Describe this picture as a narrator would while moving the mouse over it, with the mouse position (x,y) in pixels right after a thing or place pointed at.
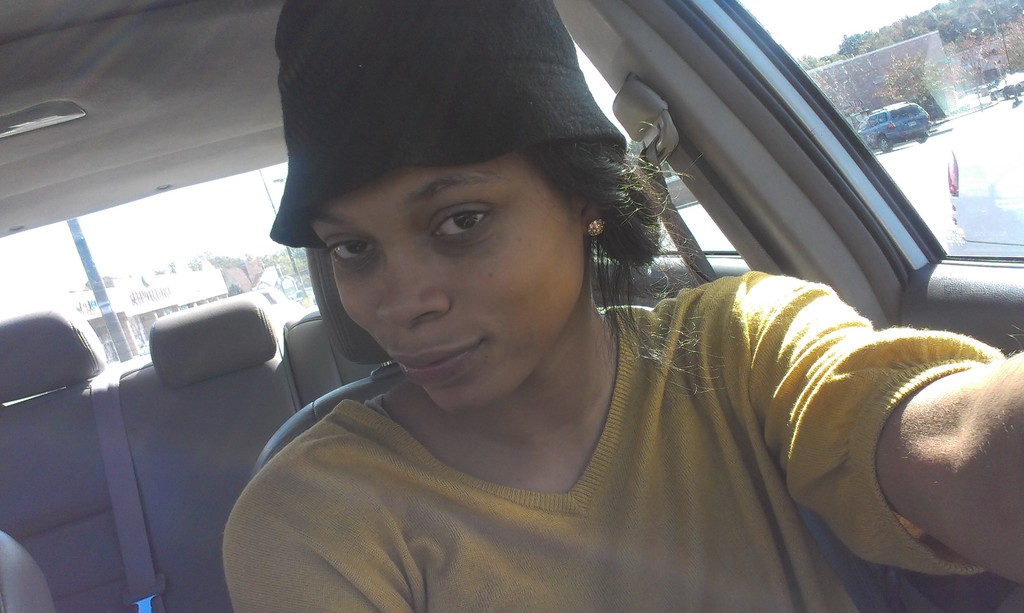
In this picture we can see women (488,340) wore cap (473,129) and sitting inside the car (712,51) and she is smiling and from window (931,134) of car (729,95) we can see other cars (919,139) on road (942,143), trees (1010,35), building (888,74), sky (828,35), pole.
